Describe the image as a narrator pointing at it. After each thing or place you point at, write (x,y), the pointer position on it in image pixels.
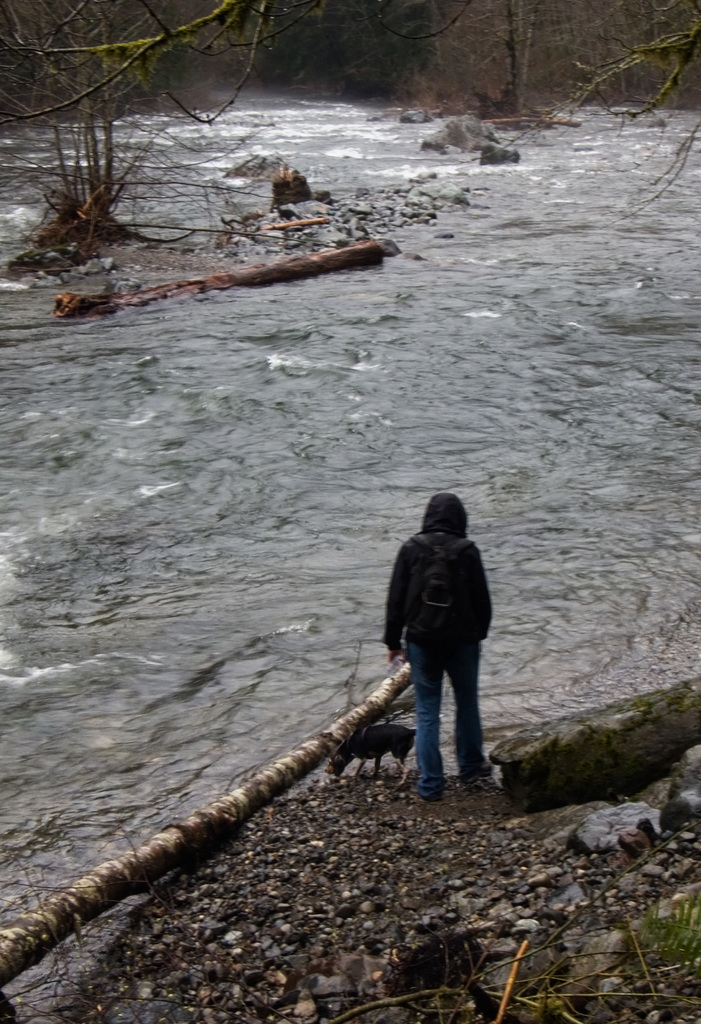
In this image, at the bottom (459,702) there is a person (459,612), wearing a jacket (463,622), trouser (455,680), bag (429,617) and there is an animal (379,767), stones (425,896), land (502,886). In the background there are trees (661,73), waves (415,410), water (374,471).
